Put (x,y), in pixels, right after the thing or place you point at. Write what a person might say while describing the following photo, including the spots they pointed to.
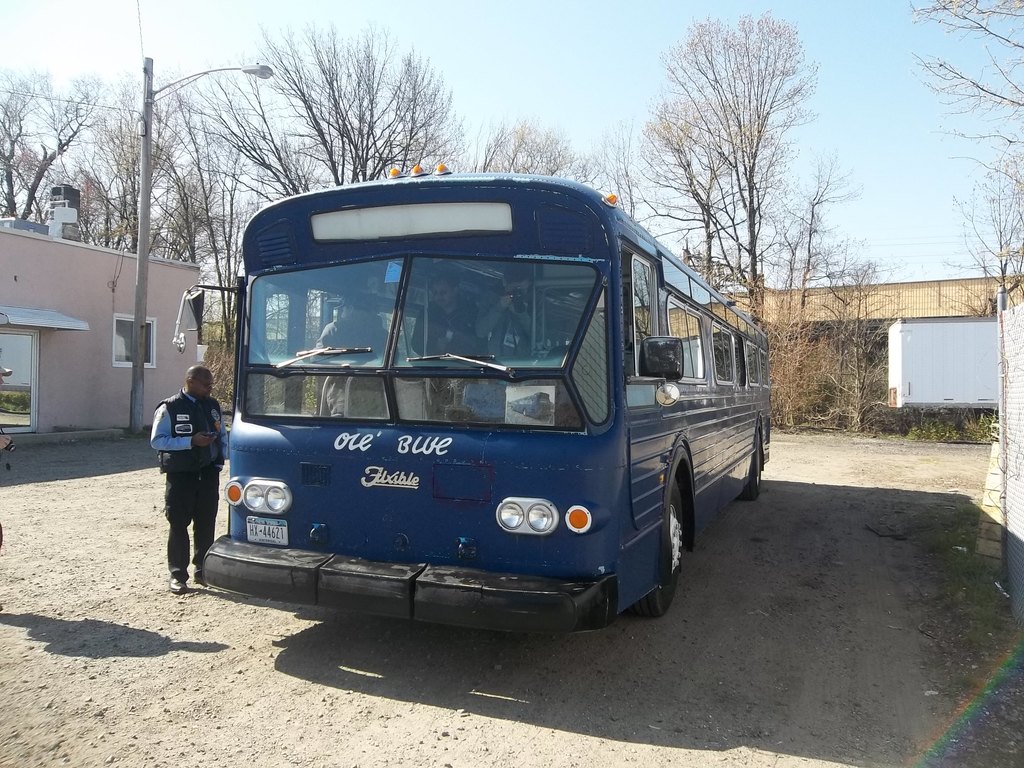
In this image, we can see a blue bus (534,482) on the ground (406,738). Here we can see few people (479,346) are inside the vehicle (530,338). On the left side (217,449), we can see a person (185,464) is standing near the bus (319,481). Background (114,356) there are few houses (781,314), container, trees (762,319), walls (159,368), window (127,342), pole (145,293) with light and sky (605,88).
